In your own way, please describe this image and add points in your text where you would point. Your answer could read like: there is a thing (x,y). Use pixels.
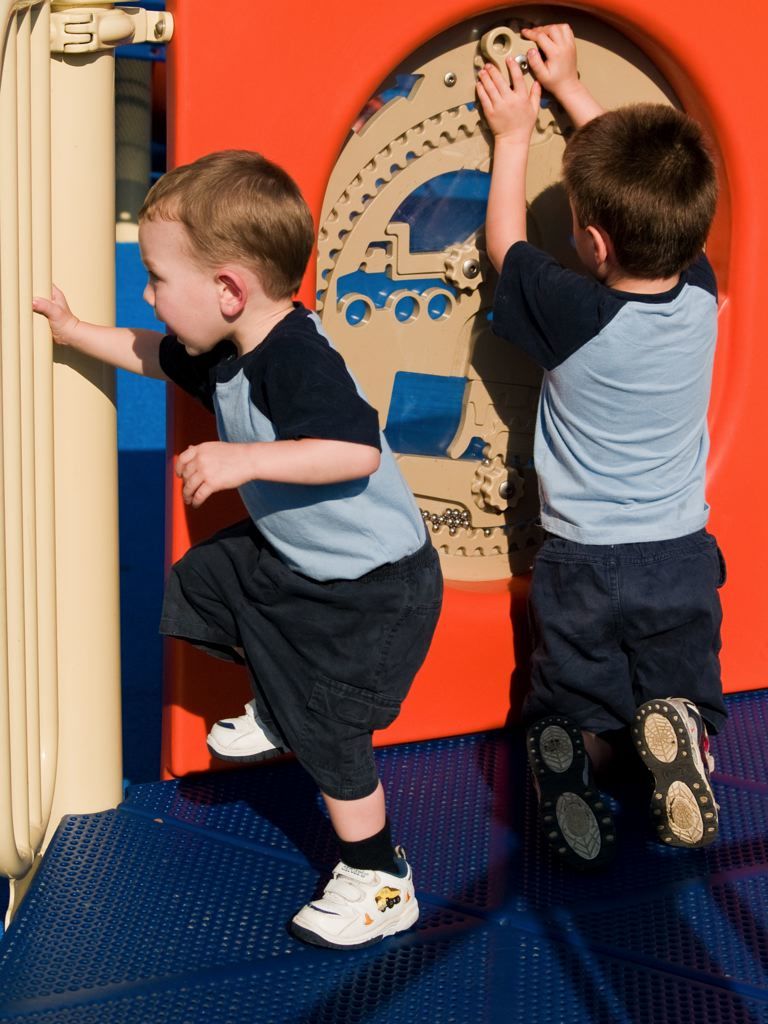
In this image in the center (276,464) there are two boys (367,404) who are playing, and in the background (489,349) there is a wall (247,93) and some other objects (389,284). At the bottom (416,831) there is floor (533,921).
